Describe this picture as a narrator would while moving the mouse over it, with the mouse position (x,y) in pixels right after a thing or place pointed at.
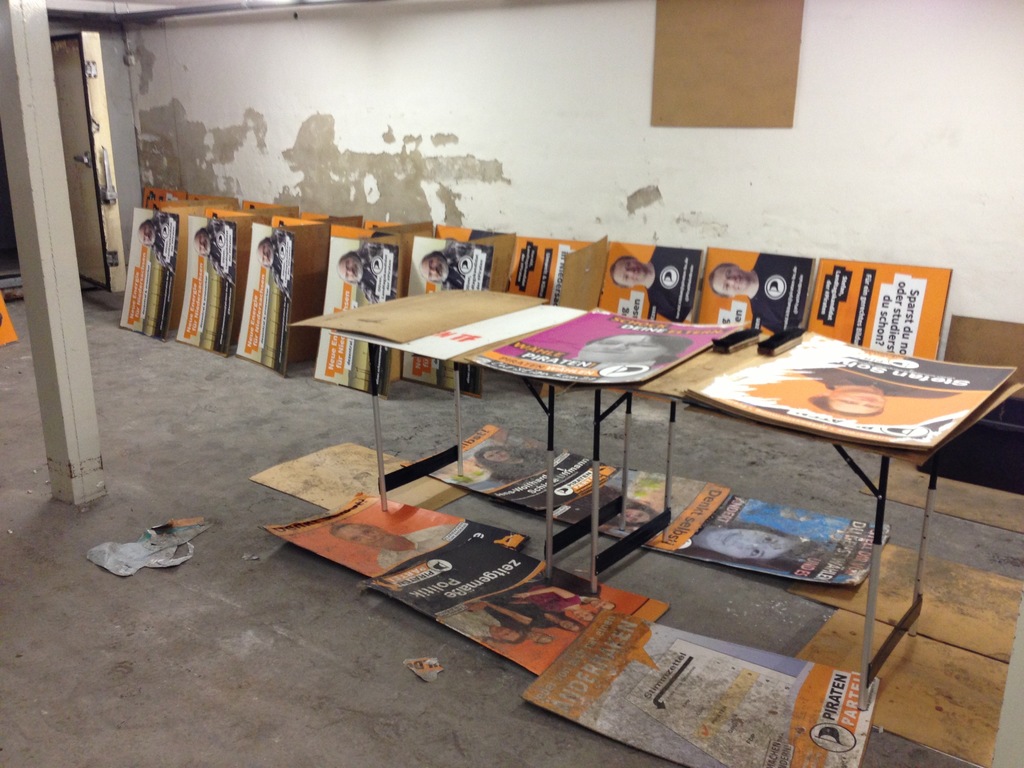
In this image in the center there are tables (925,540), on the tables (381,399) there are some boards (620,374) and in the background (196,290) also there are boards (894,308), wall (1019,126). On the left side of the image (40,129) there is pole (40,152) and door (69,74), at the bottom (130,673) there is floor (433,713) and on the floor (229,469) there are some boards (492,578). On the boards (492,578) there is text (521,268).
